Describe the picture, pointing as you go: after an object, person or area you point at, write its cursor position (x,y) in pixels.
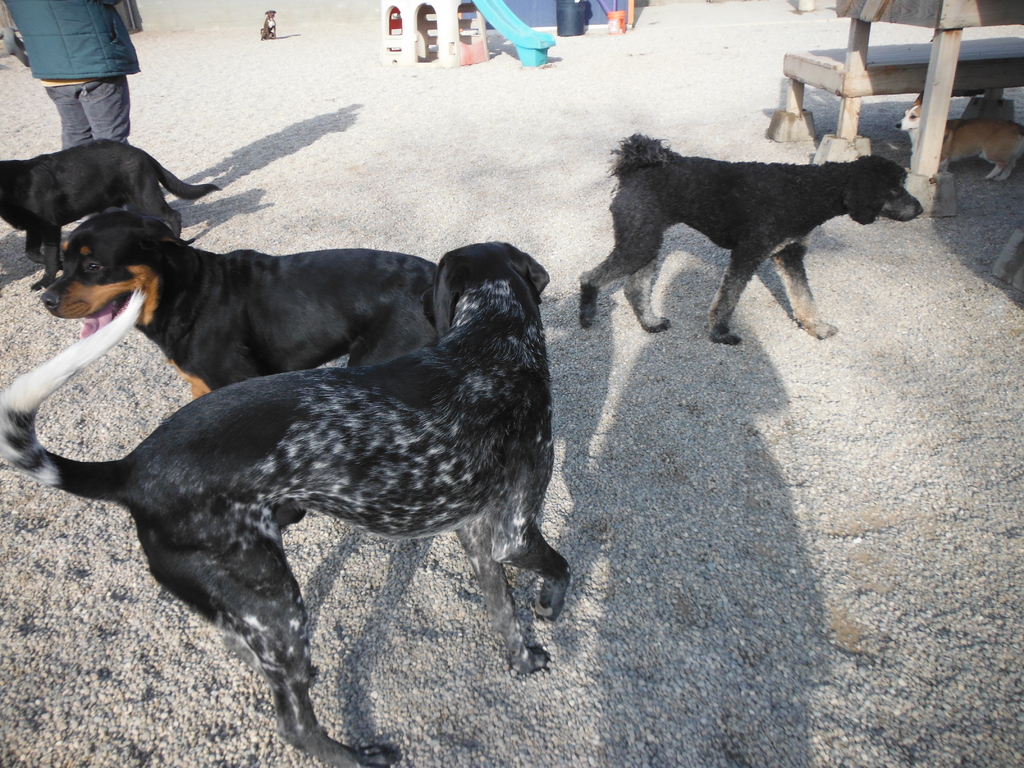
In this image we can see dogs (340,322), bench (938,14), and person (64,0).
